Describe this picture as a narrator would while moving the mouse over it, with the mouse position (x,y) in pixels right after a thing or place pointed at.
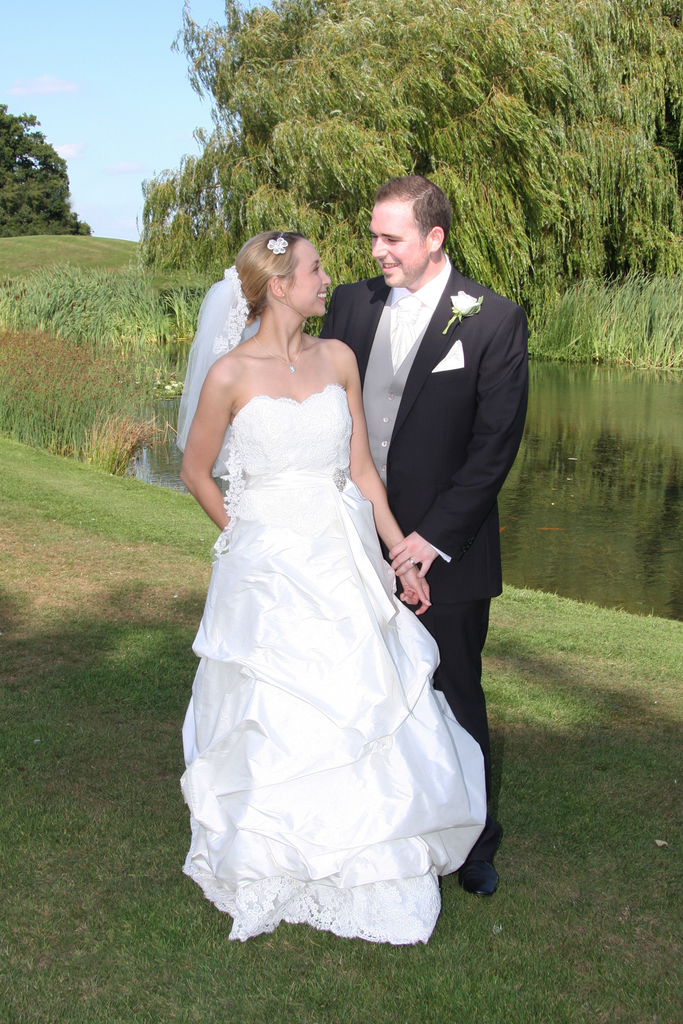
In the center of the image (368,368) there are two persons (365,376) standing. At the bottom of the image (497,924) there is grass (129,990). There is water (587,546). In the background of the image (193,218) there are trees (67,228).
